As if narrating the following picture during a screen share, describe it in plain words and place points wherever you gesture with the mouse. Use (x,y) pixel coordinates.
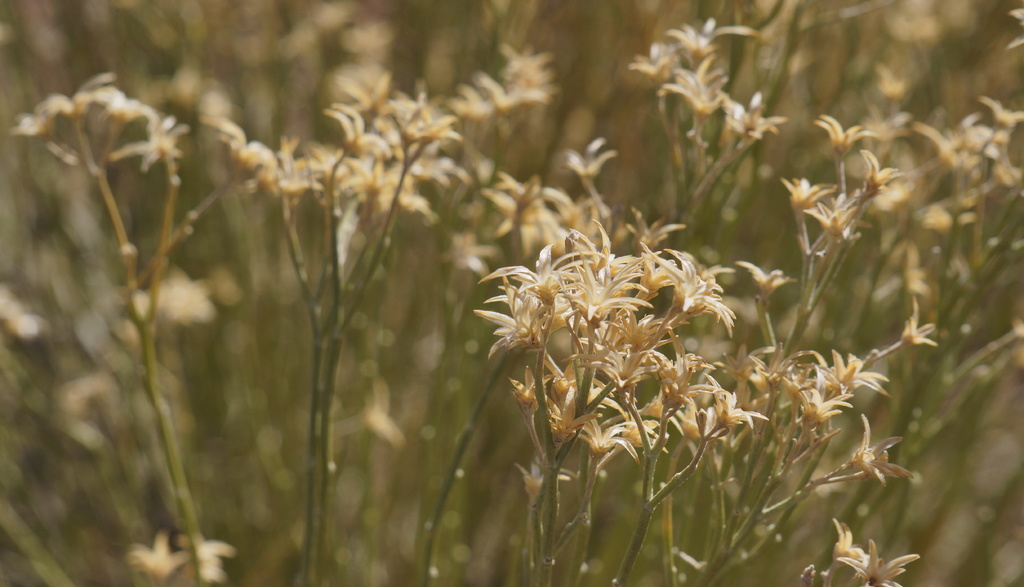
In this image I can see number of flowers (559,383) in the front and I can see this image is little bit blurry in the background (680,193).
